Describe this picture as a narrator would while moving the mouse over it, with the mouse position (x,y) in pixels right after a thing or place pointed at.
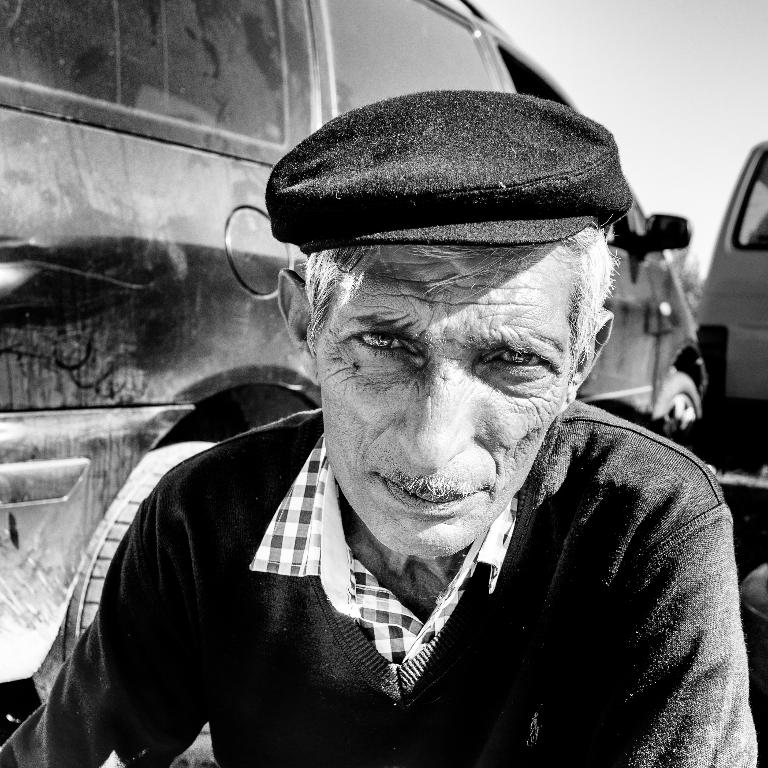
This is a black and white image. In the center of the image (275,430) there is a person (544,515) wearing a cap (309,226). Behind him there is a car (110,63).
